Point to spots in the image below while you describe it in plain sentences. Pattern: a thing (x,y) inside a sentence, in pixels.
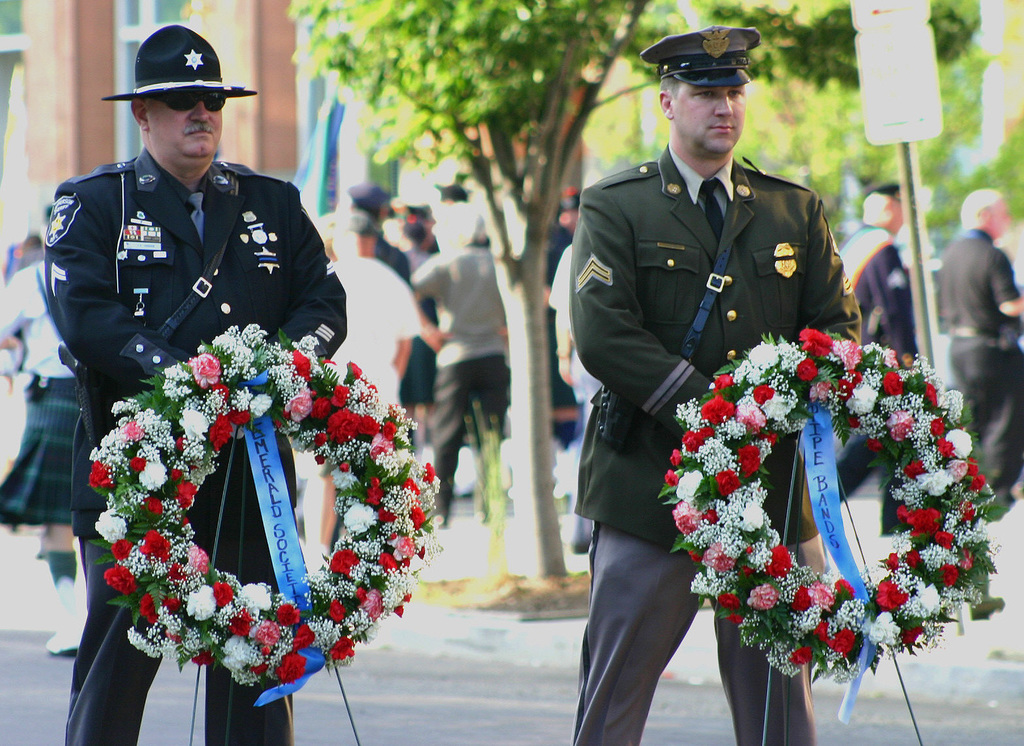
In this image in the center (574,260) there are persons (245,264) standing. In front of the persons (599,322) there are wreaths (773,574). In the background (427,292) there are persons (430,297) standing and walking and there are trees (438,76), there is a building (96,77) and there is a pole (914,161).
